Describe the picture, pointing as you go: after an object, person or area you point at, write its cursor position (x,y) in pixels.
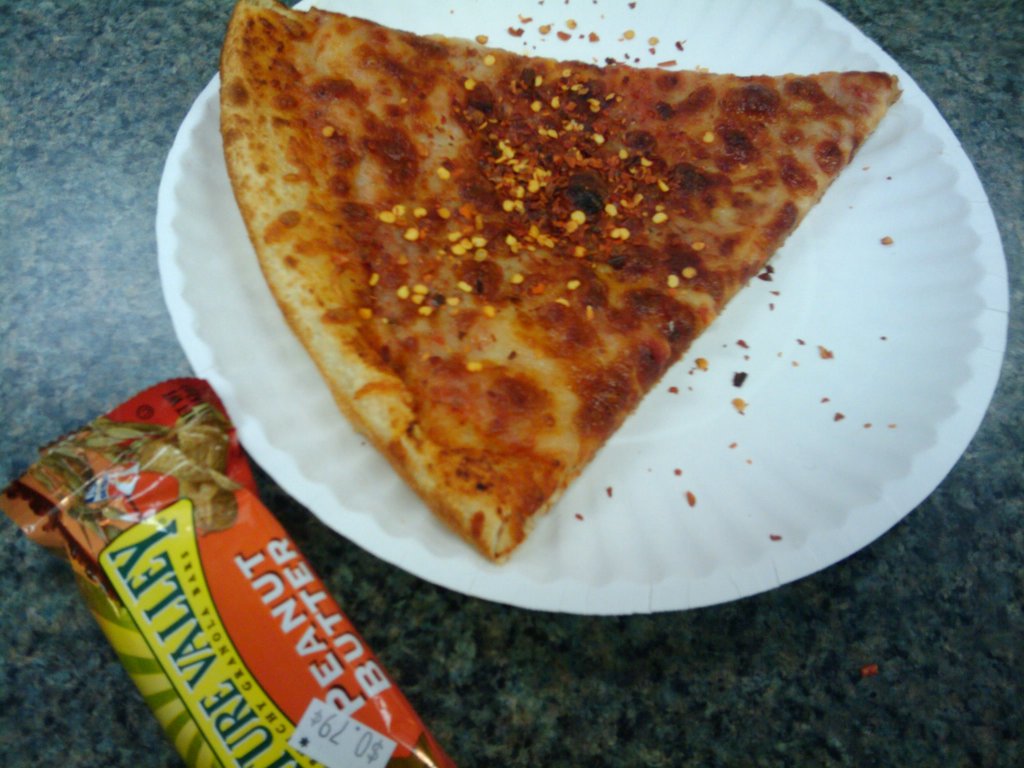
In this image we can see a food item (664,181) on a plate (276,306) which is placed on a surface (156,332). Beside the plate (366,511) we can see a packet (229,671). On the packet (314,669) we can see some text (279,589).
